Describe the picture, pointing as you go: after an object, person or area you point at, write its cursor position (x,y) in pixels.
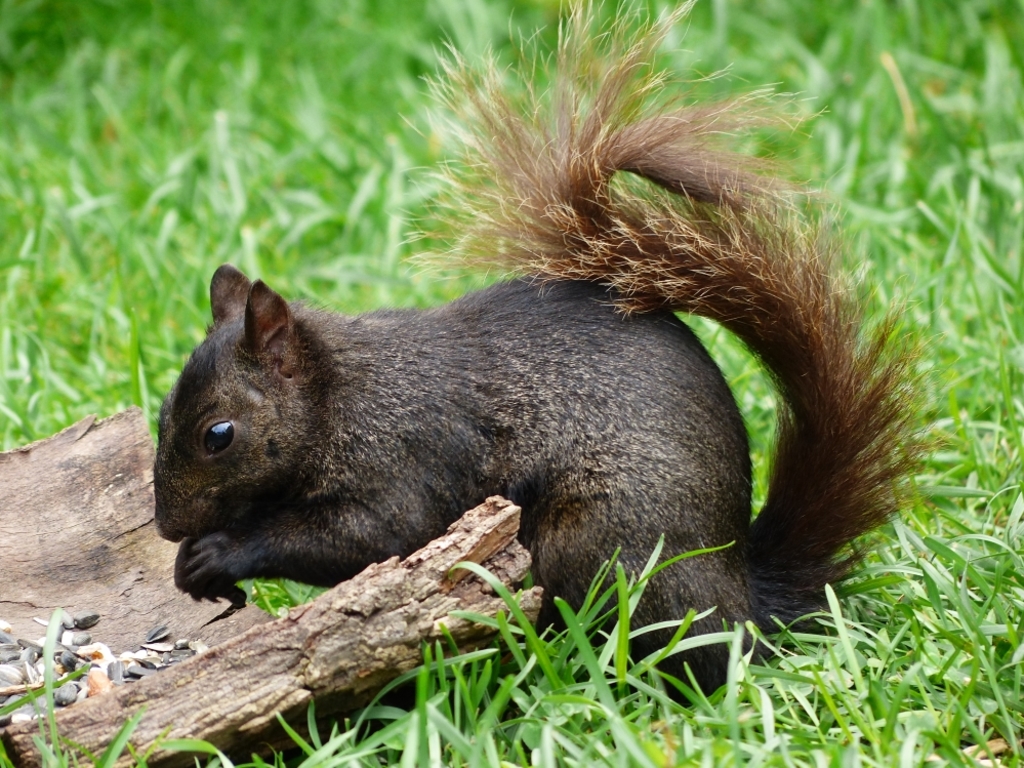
In this image we can see a squirrel (563,371) on the surface (283,161) of the grass (721,635), in front of the squirrel (247,480) there is a trunk (154,566) of wood (215,635).
